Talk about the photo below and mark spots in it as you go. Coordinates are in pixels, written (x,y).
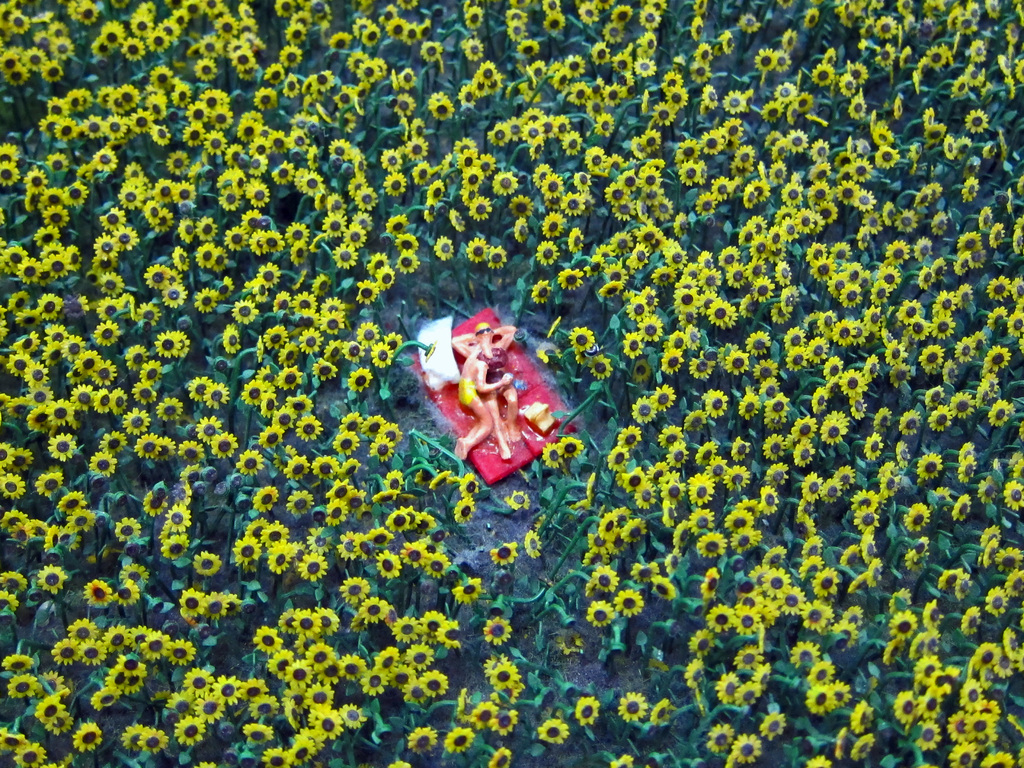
Here a couple (493,391) is lying, these are sunflower plants (377,291).
